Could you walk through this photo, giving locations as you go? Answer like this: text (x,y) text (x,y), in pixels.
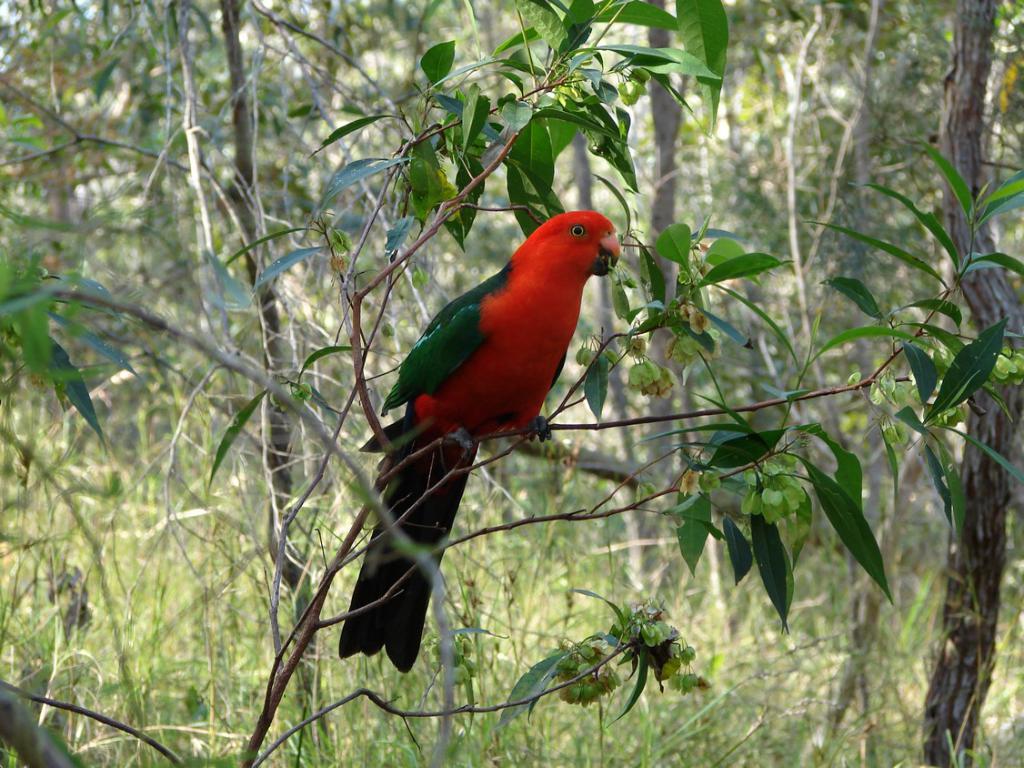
In this image we can see red color parrot (516,275) is on the branch (837,388) of a tree (800,486). Behind so many trees (183,283) are present.
